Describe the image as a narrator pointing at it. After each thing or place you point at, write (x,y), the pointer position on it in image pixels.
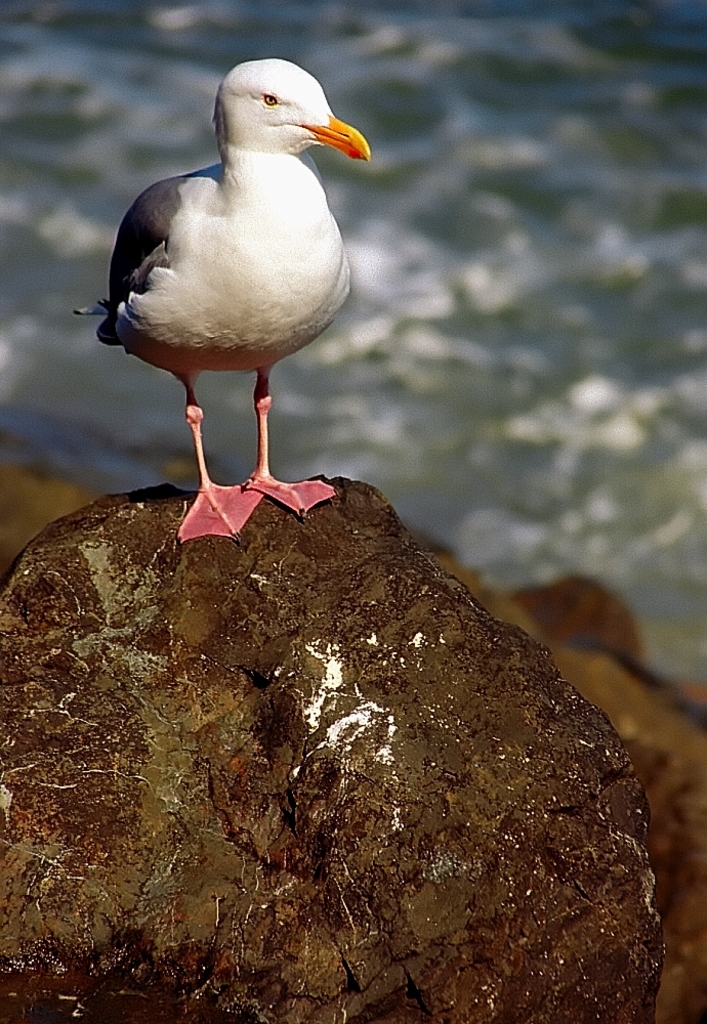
In this picture we can see a bird (209,312) standing on a rock (477,809), in the background (497,289) we can see water (493,157).
